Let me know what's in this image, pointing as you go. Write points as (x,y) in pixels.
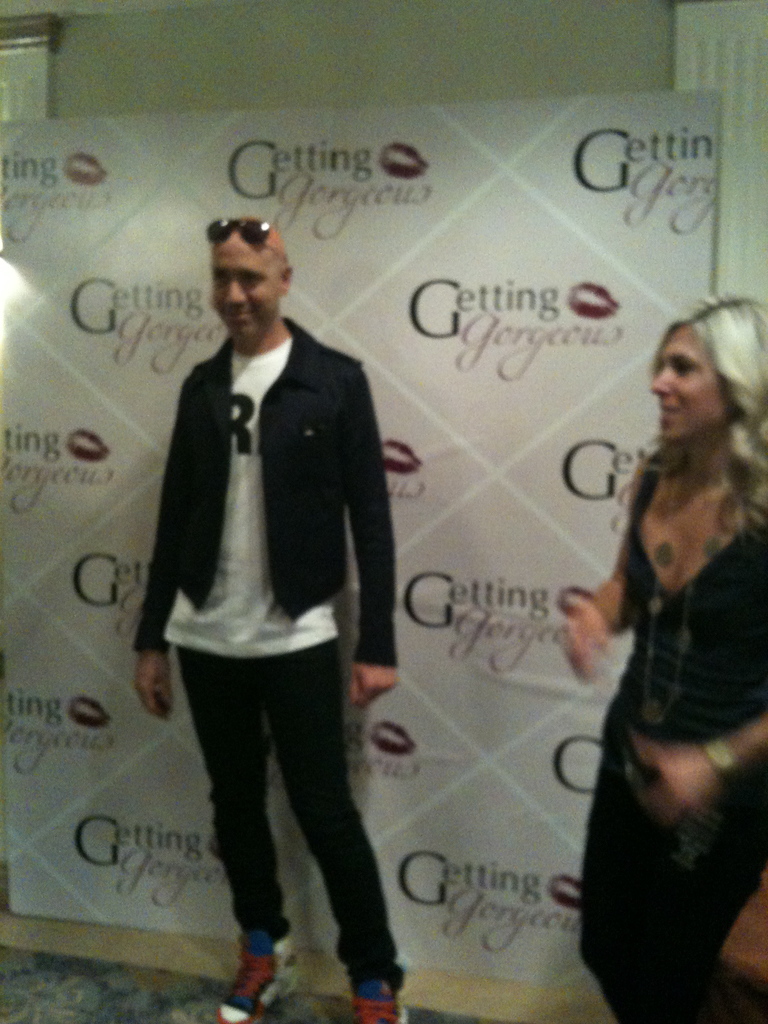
On the right side (647,615), we see a woman (645,866) is standing and she is smiling. In the middle (310,366), we see a man (262,450) is standing and he is smiling. He is posing for the photo. Behind him, we see a board (409,602) in white color with some text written on it. In the background (365,97), we see a white wall (282,58).
